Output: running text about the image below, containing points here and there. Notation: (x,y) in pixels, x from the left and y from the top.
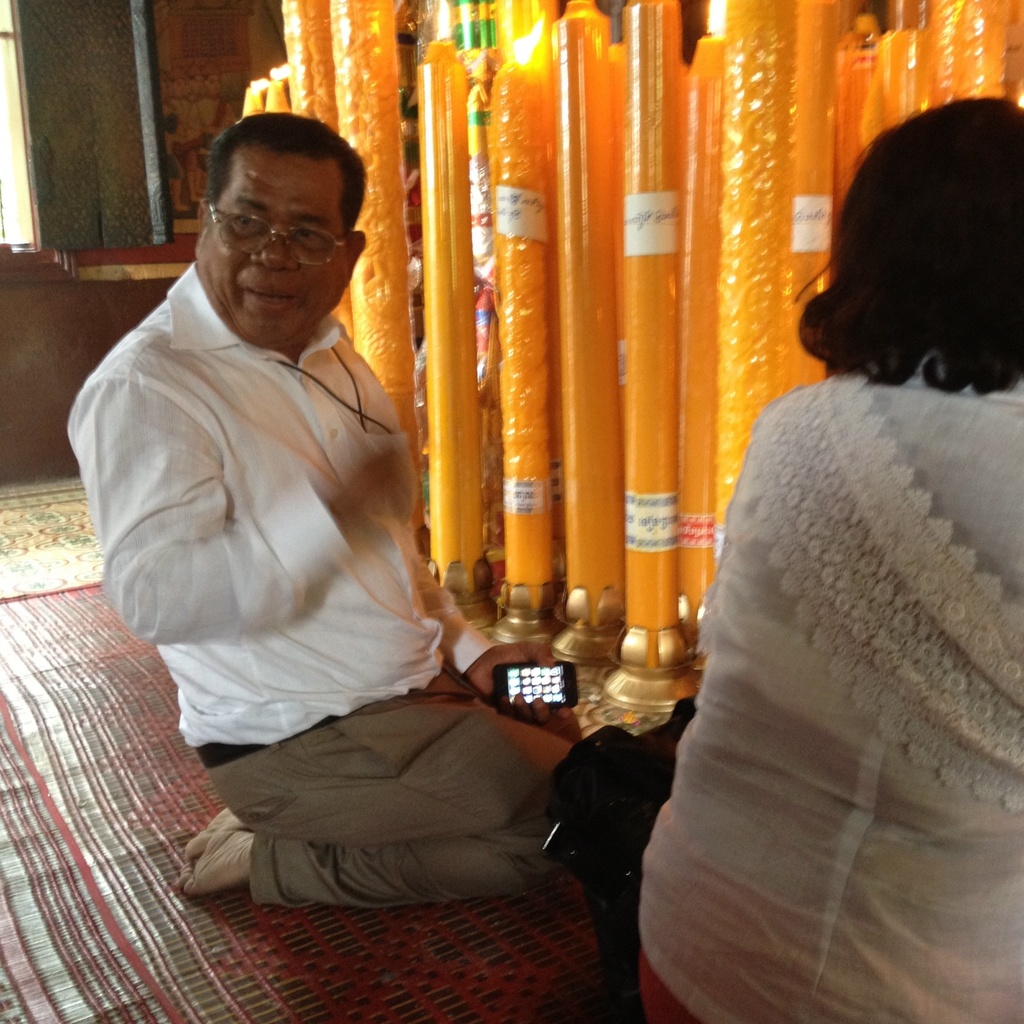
In this image we can see a person (490,737) sitting on his knees (490,796) holding a cellphone (540,665). We can also see a woman (840,722) beside him. On the backside (529,435) we can see some candles (566,453) with flame (525,22) on it.
